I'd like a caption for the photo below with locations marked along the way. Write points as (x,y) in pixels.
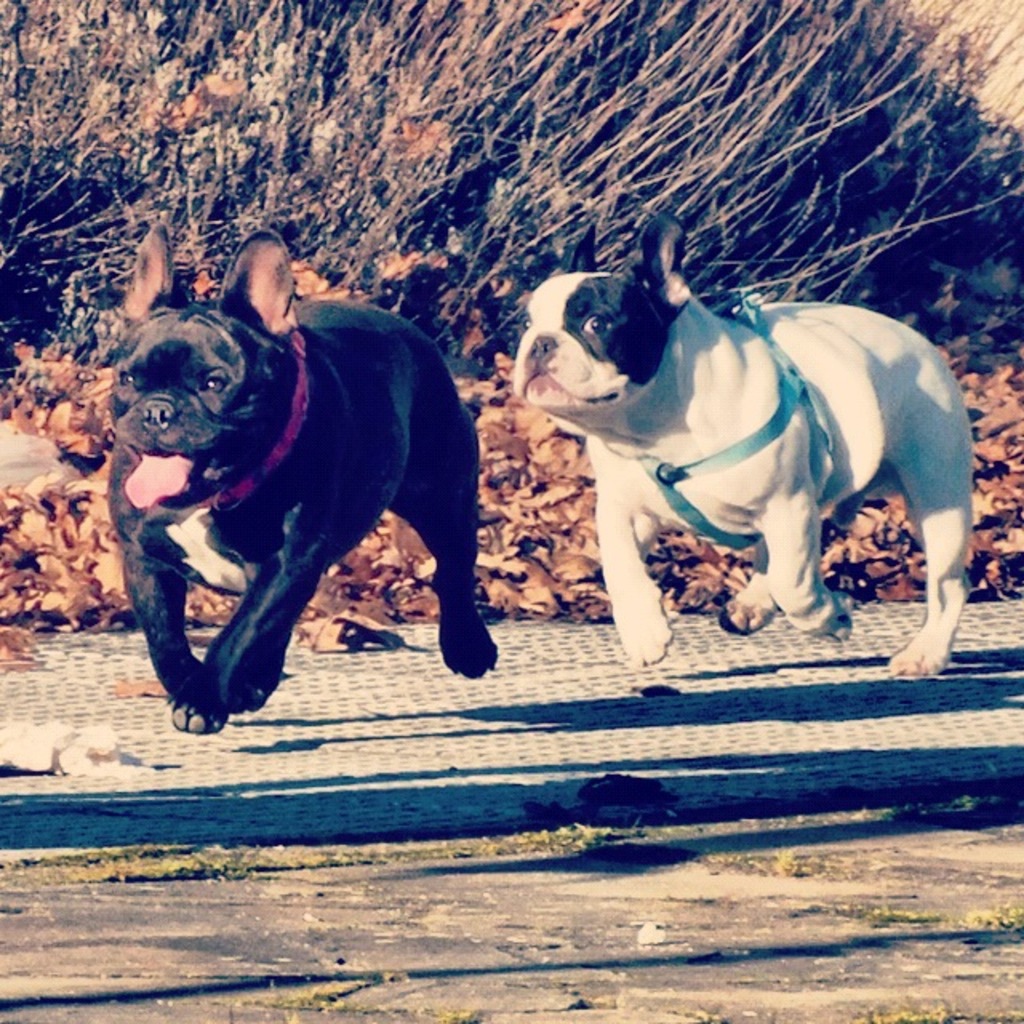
This image consists of two dogs (463,529) running. At the bottom (442,824), there is a road (454,873). In the background (317,186), we can see dried leaves (555,599) and plants (17,299).
